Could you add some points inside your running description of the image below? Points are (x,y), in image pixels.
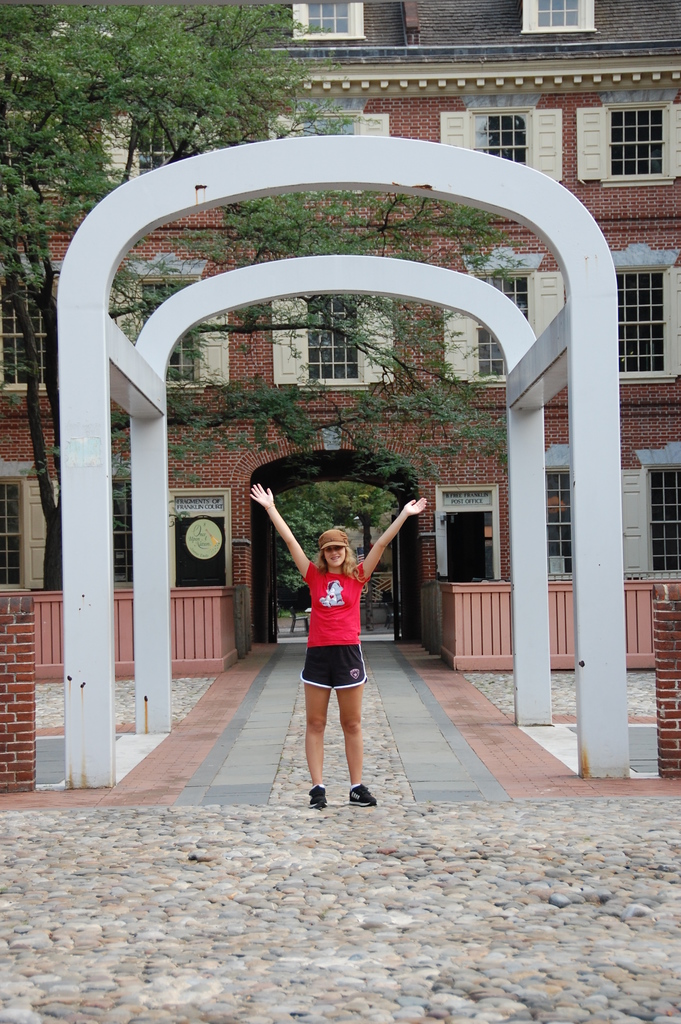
In this image, we can see a woman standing on the floor (92,890), we can see some arches (585,361), there is a buildings (518,15), we can see some windows (666,378) on the building (0,338), there is a green tree (63,169) on the left side (50,180).
